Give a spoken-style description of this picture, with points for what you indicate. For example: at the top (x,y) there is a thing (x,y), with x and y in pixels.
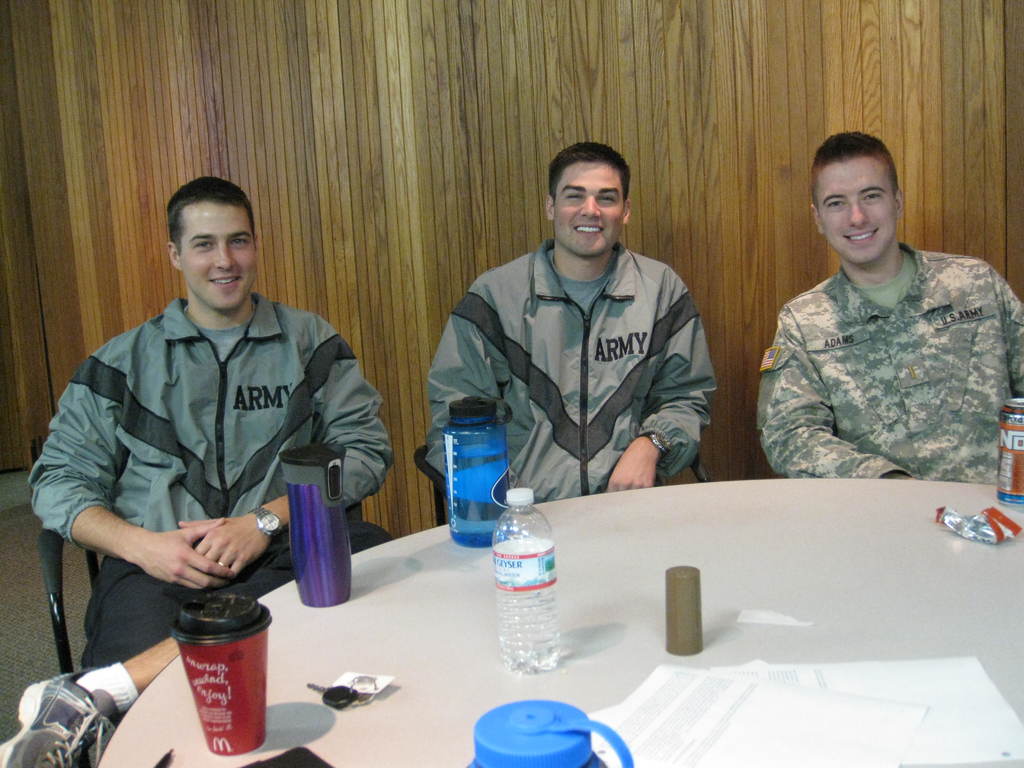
In this image we can see three men (298,335) sitting on the chairs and there is a smile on their faces (818,186). Here we can see the white table (793,538). Here we can see a water bottle (460,514), cups (342,590), tin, a key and papers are kept on the table (757,649). In the background (664,166), we can see the wooden wall (901,74).
